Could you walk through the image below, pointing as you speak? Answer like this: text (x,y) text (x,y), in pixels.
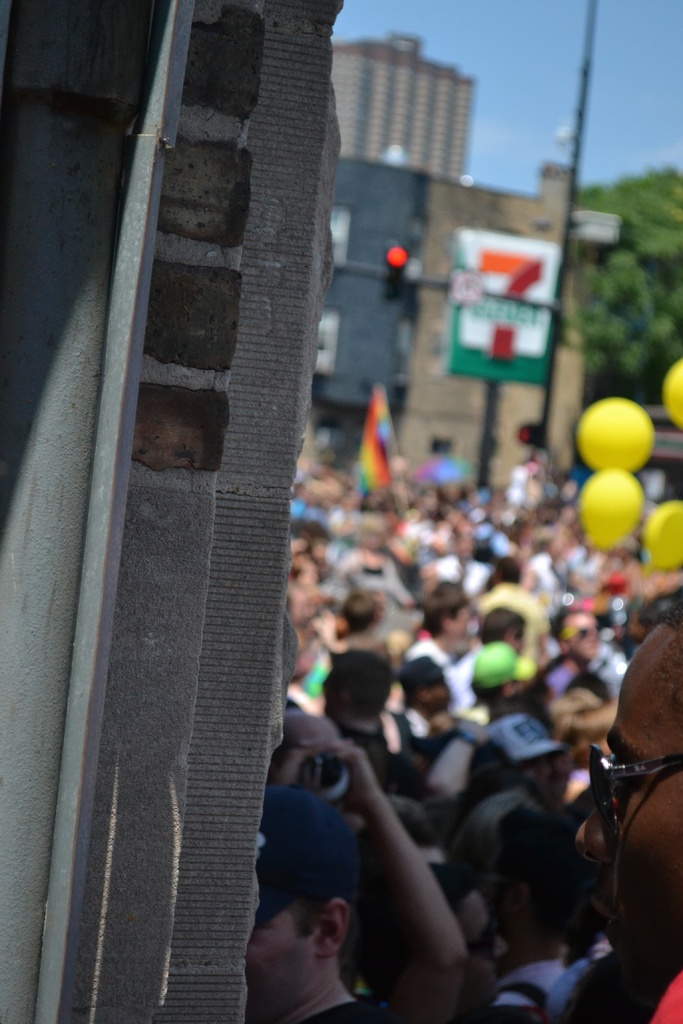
This picture shows couple of buildings (361,257) and we see people (466,638) standing and we see balloons (603,522) and a tree (668,363) and we see a hoarding board (533,263) to the pole (594,32) and a clear sky (631,81) and we see a flag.
